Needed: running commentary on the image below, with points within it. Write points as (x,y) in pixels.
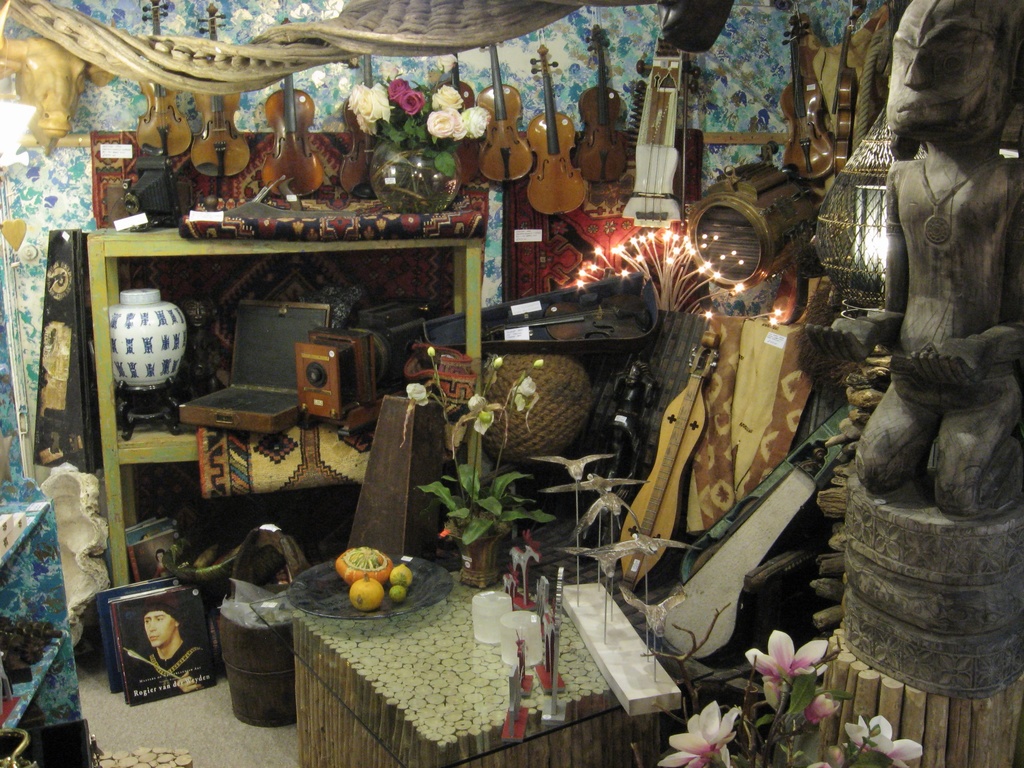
In this image, we can see some violins (575,169) on the wall (93,123) and we can see some musical instruments (632,130), on the right side (917,547) we can see a statue (986,413).
